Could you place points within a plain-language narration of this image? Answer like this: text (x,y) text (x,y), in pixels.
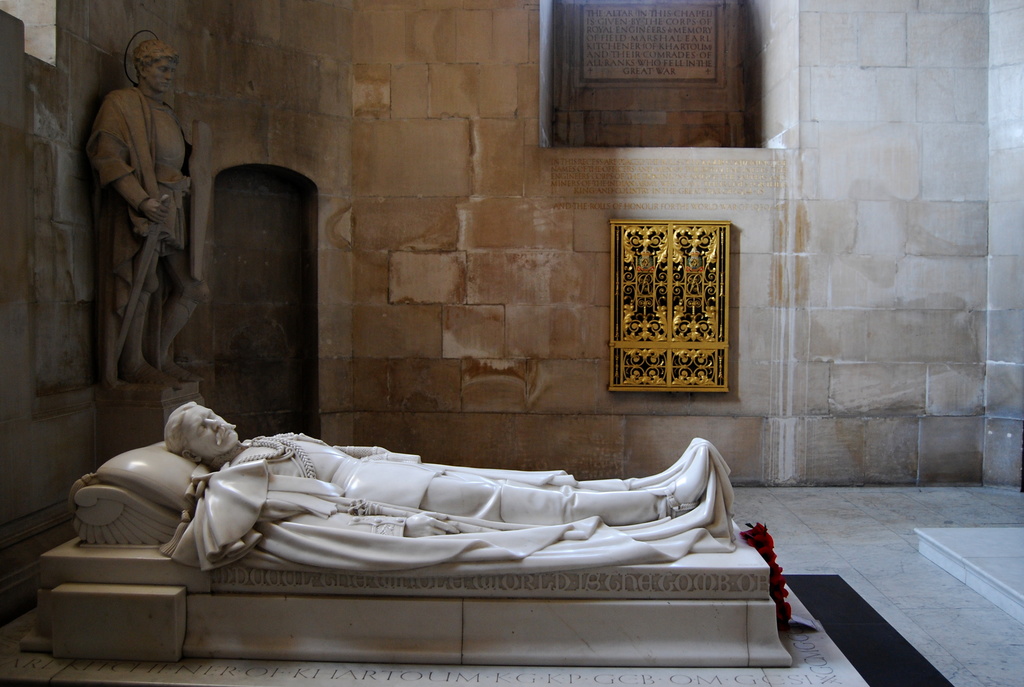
In this image I can see a person's statue (502,504) is lying on the bed (327,589) in a hall (612,467). In the background (371,165) I can see a person's sculpture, wall painting (660,292), board (659,74) and a wall (536,271). This image is taken may be in a museum (979,494).
